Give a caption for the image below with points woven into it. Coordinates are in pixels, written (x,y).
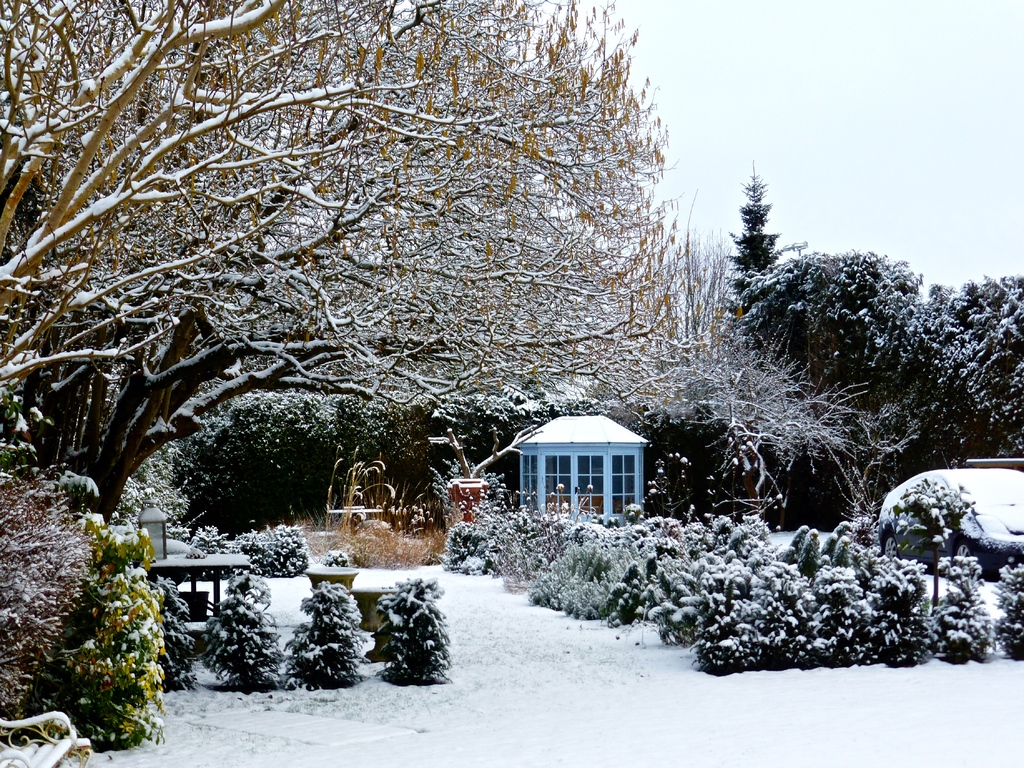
In this image I can see plants (676,620). There are trees (404,345), there is snow (950,475), there is a house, vehicle (900,490) and there are some other objects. In the background (832,57) there is sky (892,8).
